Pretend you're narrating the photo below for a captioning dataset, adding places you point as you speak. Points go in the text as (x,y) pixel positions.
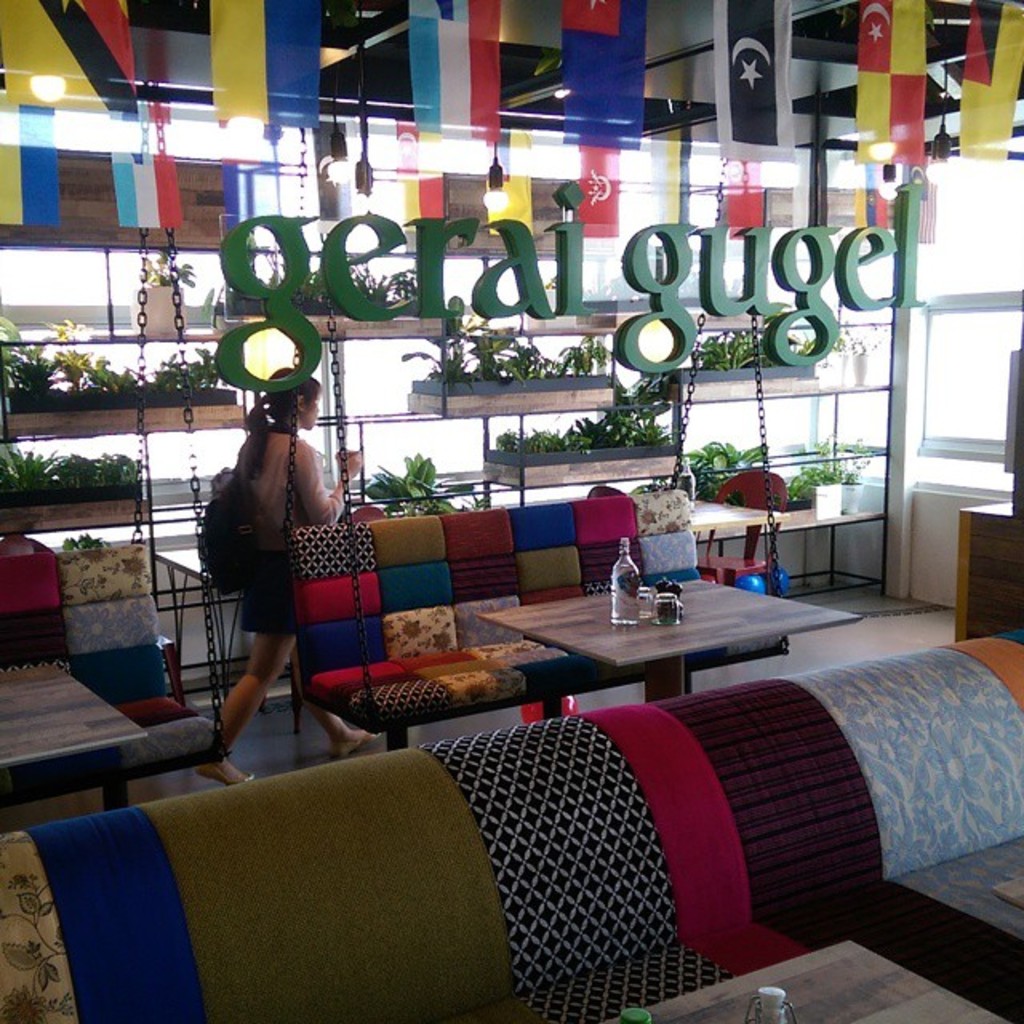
There is a colorful cradle (464,610). In front of that there is a table (596,642). On that table (587,633) there are bottles (621,586) and glasses (672,596). And we can see colorful sofa (675,811). And we can see a name (914,220) hanging. And at the back side (70,379) there are some plants (107,391). And there is a lady (255,579) walking. She is wearing a bag (243,541).
